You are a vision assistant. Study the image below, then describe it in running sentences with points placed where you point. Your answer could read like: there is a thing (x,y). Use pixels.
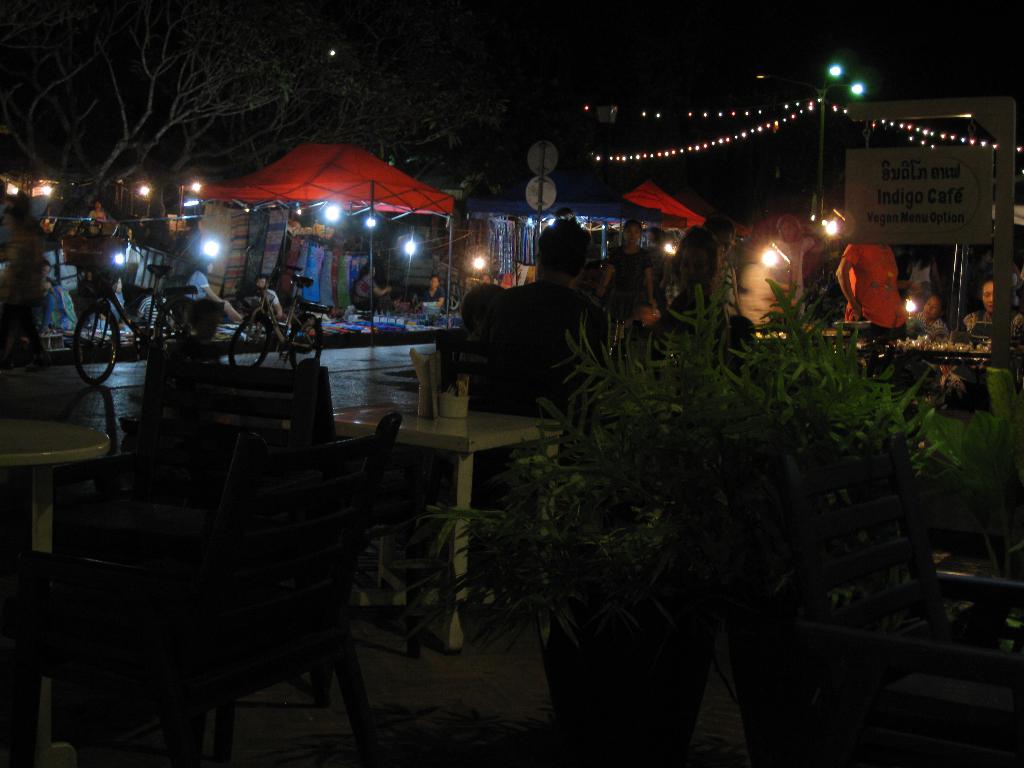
There is a chair (225,572) and a table (73,461) and there are two flower pots (776,645) here and two plants (689,496) are grown in flower pots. There is a person (873,272) standing. There is a lamp (907,306). Here there is a sign board (852,230) which looks like indicating a street board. There is a street light (824,142) here. There is hanging lights (684,148). And these all looks like stalls (248,245), dress stall (255,259). Here there is a tent (304,179). This looks like a street (349,385). This is a road (346,373). There is a bicycle (246,317) in the middle of the road (327,360). And there is tree (205,85) on left side (269,66) corner. There are lights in the shops (141,186). There is a person (222,309) sitting over here in the stall (239,259). Here it's a signs board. There are some vessels (452,400) placed on the table (461,444).
